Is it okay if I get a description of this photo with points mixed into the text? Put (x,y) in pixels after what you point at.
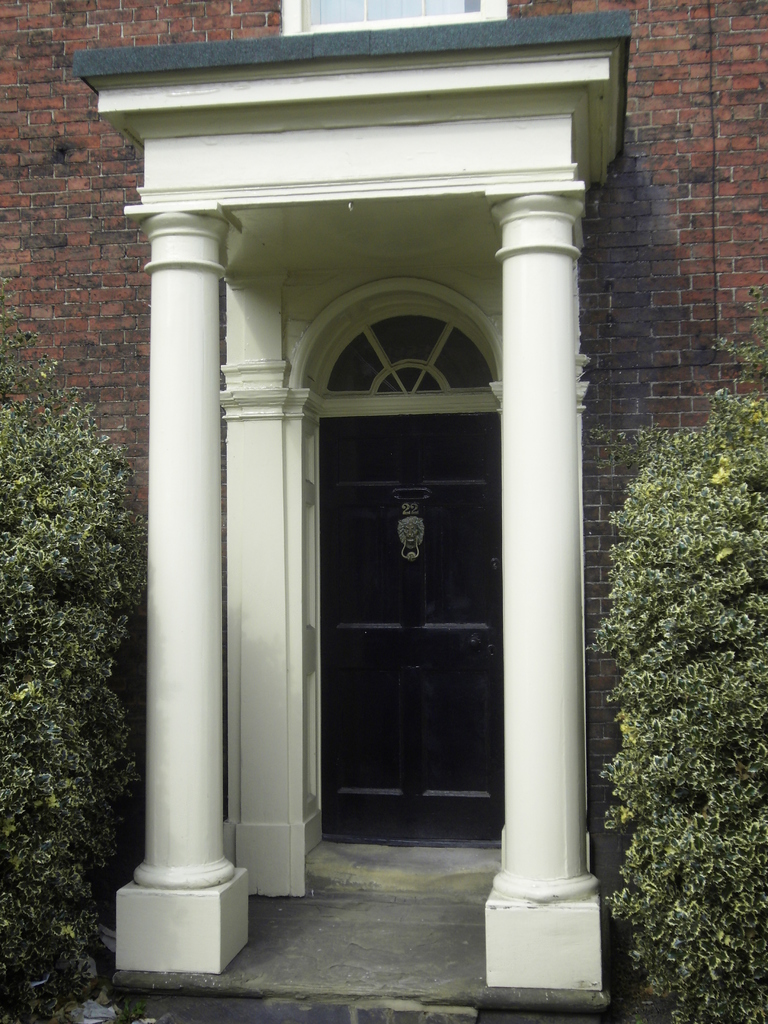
In the center of the image (491,396) there is a building (64,376). There is a arch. There is a door (472,833). At the right side of the image (662,818) there are plants (656,452) and at the left side of the image (90,444) there are plants (22,371).
